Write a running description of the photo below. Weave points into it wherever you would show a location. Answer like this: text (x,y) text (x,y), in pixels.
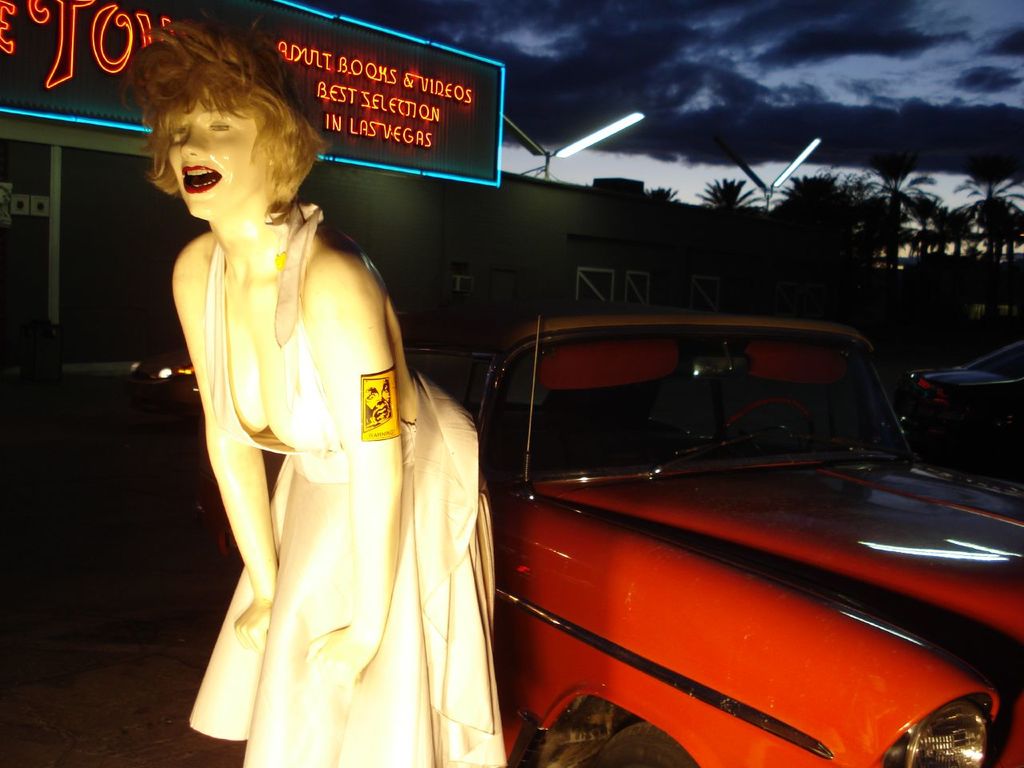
In this picture there is a dummy (399,408) and there are vehicles (585,375). At the back (25,271) there is a building (595,209) and hoarding (502,67) and there are lights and trees (960,222). At the top (797,77) there is sky (814,67) and there are clouds (754,75).
